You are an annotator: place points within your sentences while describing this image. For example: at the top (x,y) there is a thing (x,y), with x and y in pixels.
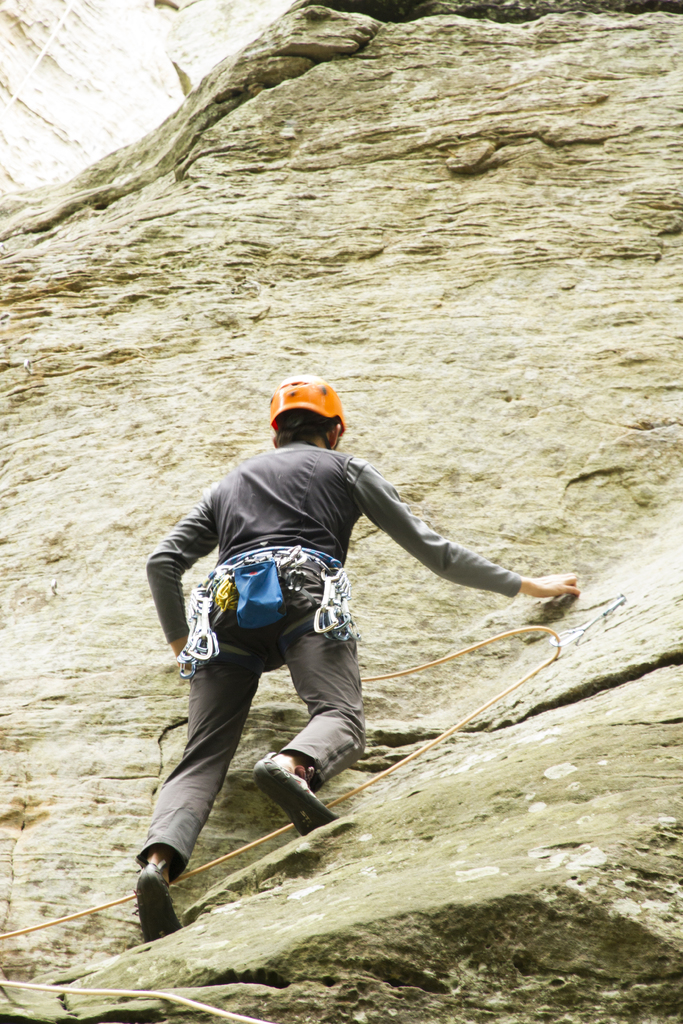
In this picture we can see a person (337,536) is climbing the hill (462,630) with the help of ropes (365,677), and the person (312,436) wore a helmet (315,392).
